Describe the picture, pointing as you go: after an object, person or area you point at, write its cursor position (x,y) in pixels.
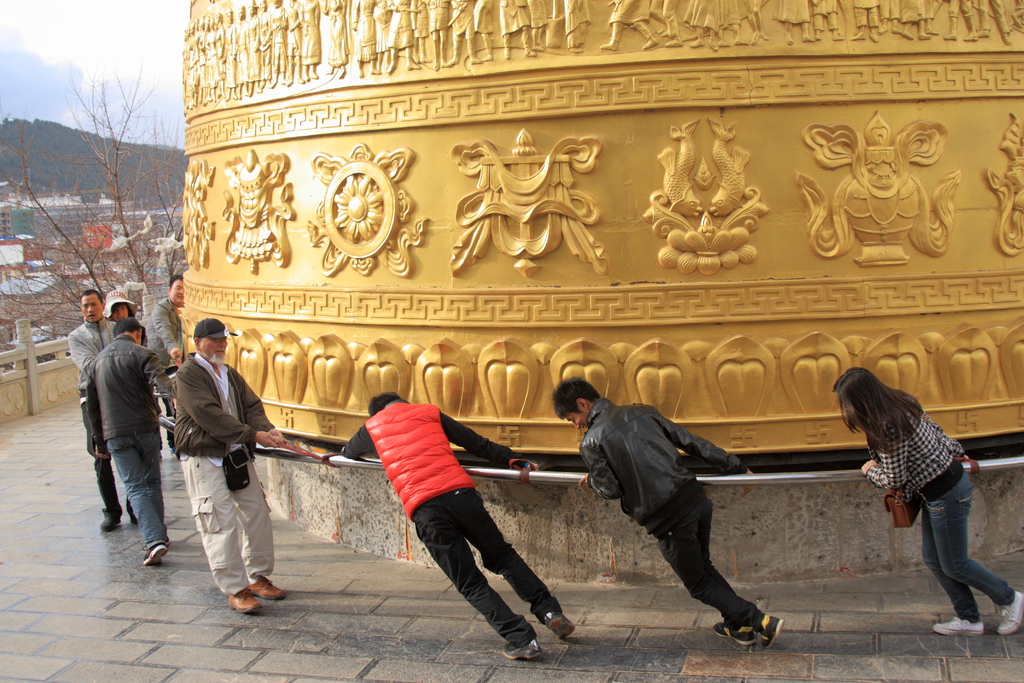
In this image I see the golden color thing (510,106) over here on which there are number of designs (387,65) and I see few people (127,322) over here who are holding this thing (720,485) and I see path (349,612). In the background (76,252) I see the trees (81,156) and the sky (87,56).
